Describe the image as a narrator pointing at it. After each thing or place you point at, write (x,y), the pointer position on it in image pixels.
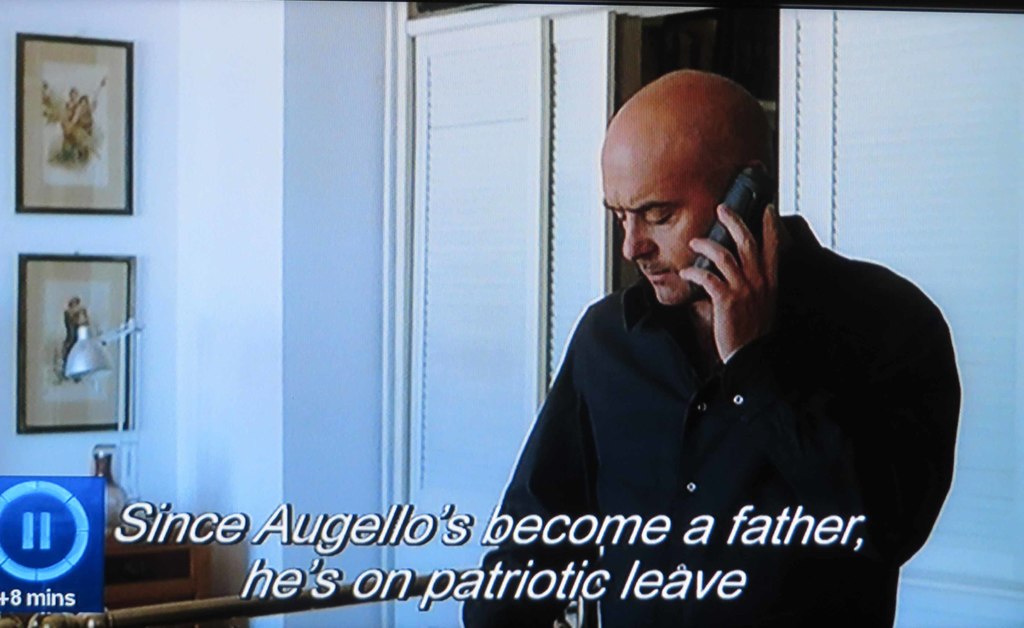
In this image I can see a person (544,450) wearing black color dress (583,429) and holding a mobile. Background (234,128) I can see few frames (67,387) attached to the wall (148,298), a table light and the wall (211,234) is in white color.
